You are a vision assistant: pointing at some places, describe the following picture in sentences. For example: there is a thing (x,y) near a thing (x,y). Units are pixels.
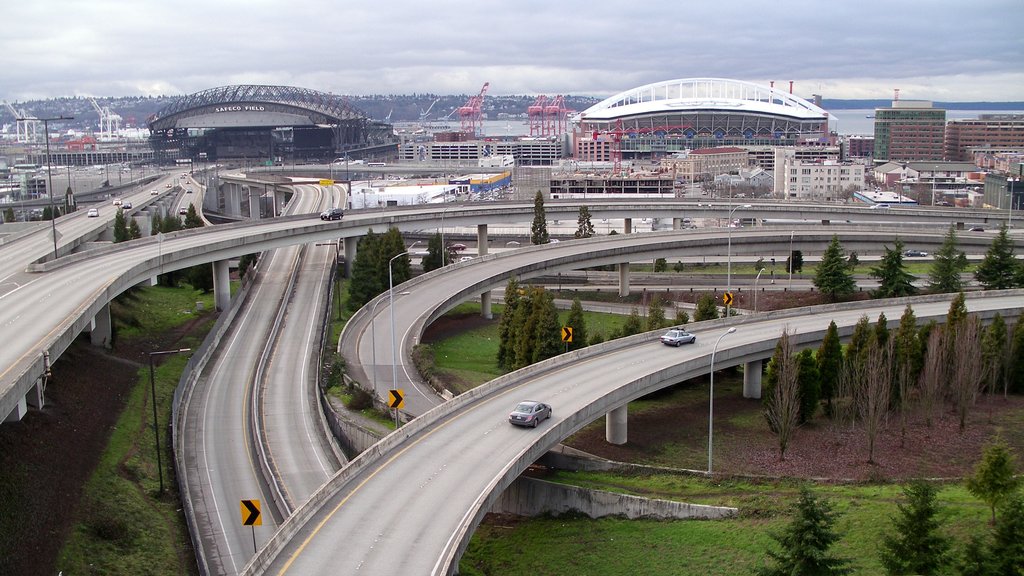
This picture is clicked outside the city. At the bottom of the picture (636,537), we see trees (888,572), grass (781,517) and the road (451,521). In this picture, we see vehicles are moving on the road (418,451). There are poles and street lights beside the bridge (622,420) and we even see yellow color boards (254,514). There are trees (84,109) and buildings (295,129) in the background (867,121) and we even see a water body (857,134). At the top (638,70), we see the sky (555,78).
